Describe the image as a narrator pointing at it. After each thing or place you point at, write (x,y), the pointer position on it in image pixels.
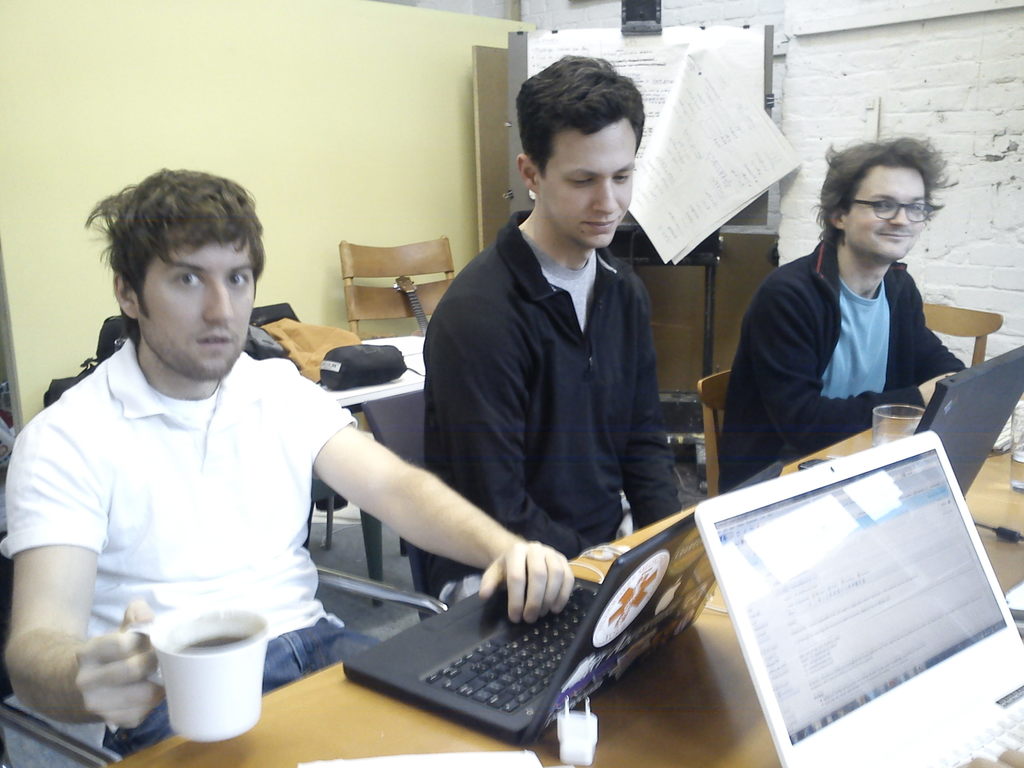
In the picture I can see three men (444,448) are sitting on chairs (405,406) in front of a table (698,658) among them the man (124,689) on the left side (141,704) is holding a cup (237,695) in the hand (117,700). On the table (669,664) I can see laptops (560,669), glasses (1022,416) and some other objects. In the background (480,203) I can see wall (346,170), board (509,114), a chair (402,256), a table (411,383) which has some objects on it and some other objects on the floor (334,521).
